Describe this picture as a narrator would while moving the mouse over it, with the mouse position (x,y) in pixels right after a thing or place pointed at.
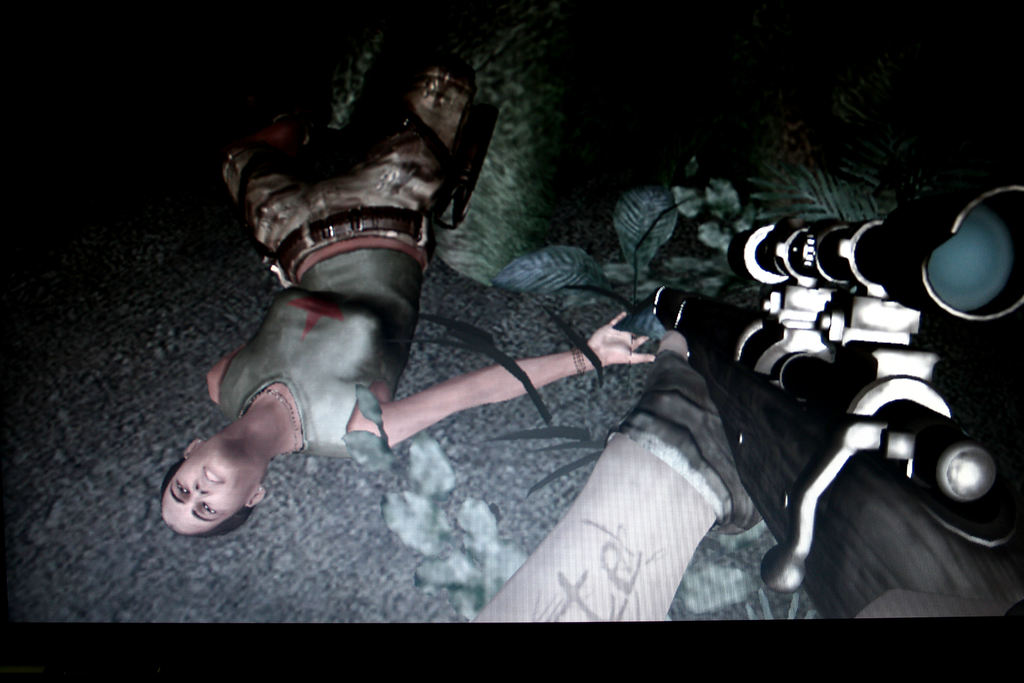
This is an animated image. In this image we can see a woman (249,481) lying on the ground (321,463). We can also see some plants (480,336), grass (460,334) and the hand (642,499) of a person (675,501) holding a gun (830,542).
